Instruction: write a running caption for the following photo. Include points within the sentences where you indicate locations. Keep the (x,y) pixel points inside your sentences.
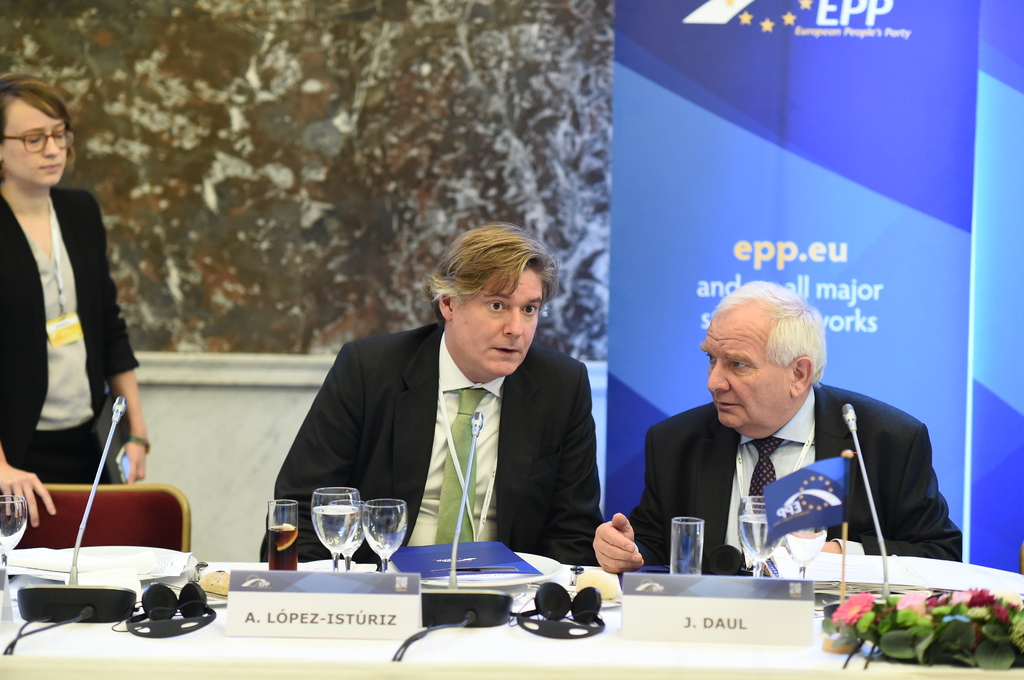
On the left side (32,333), there is a woman (56,167) in black color jacket (26,285) placing a hand (40,480) on a chair (58,526) and standing. There are two persons (715,432) in black color suits (416,356), sitting in front of a table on which, there are glasses (369,503), mics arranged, name boards (290,600) arranged and other objects (995,661). In the background (779,277), there is a blue color hoarding (759,213) and there is white wall (228,418).
